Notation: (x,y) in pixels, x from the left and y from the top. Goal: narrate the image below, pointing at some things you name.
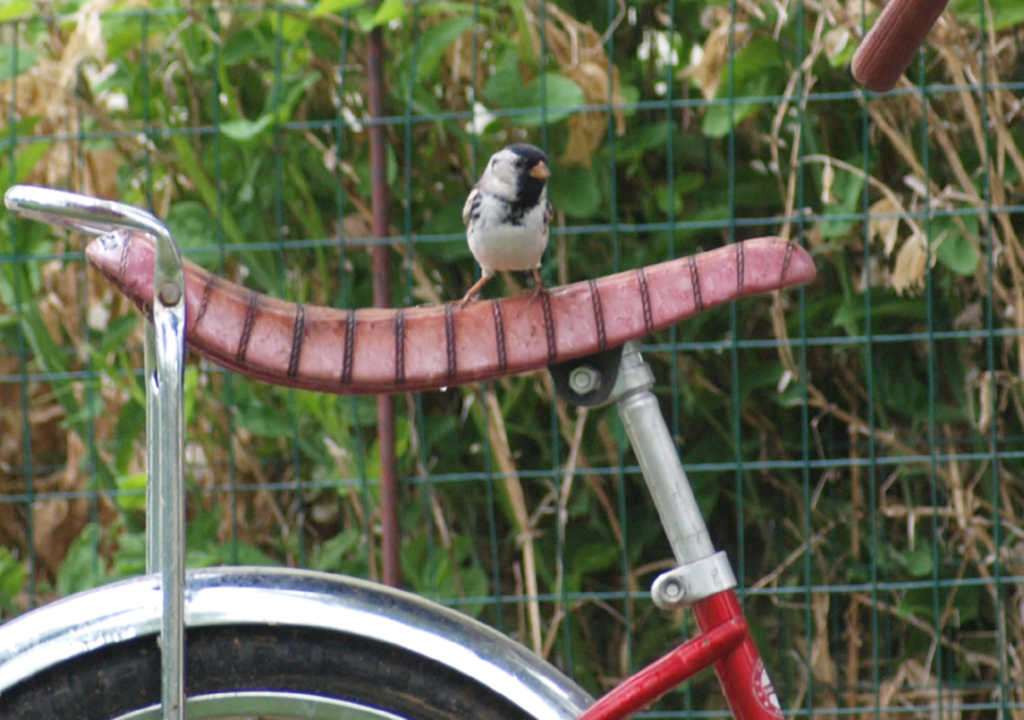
In the image there is a cycle (384,711) and there is a bird (482,194) standing on the seat (523,295) of a cycle (495,307), in the background (542,465) there is a mesh (217,50) and behind the mesh (749,219) there are plants (389,44).
